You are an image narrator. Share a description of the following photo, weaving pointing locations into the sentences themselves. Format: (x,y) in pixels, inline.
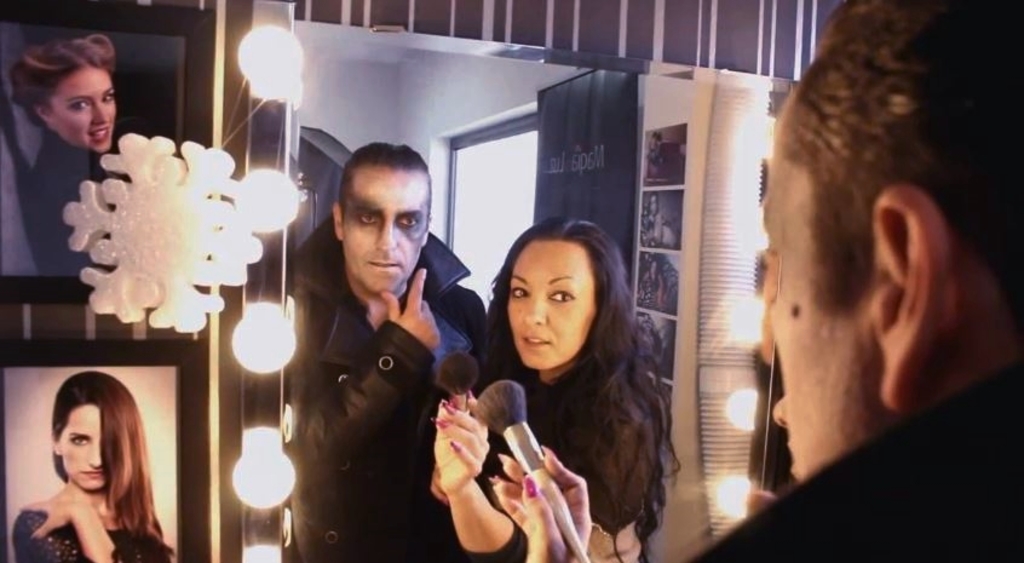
In this image I can see two persons (469,354) standing, the person (323,255) at left (321,289) is wearing black color dress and touching his chin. Background I can see few lights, windows (501,134) and the wall (420,101) is in white color and I can also see few frames (46,276).
